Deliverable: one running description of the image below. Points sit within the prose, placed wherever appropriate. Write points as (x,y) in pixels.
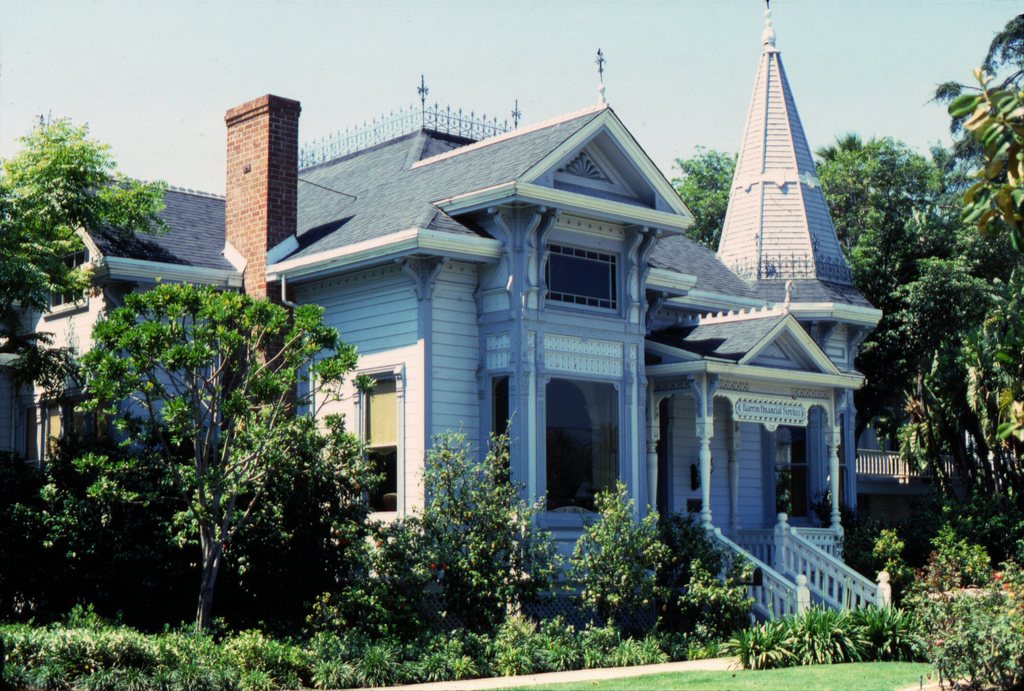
In this image I can see few trees (964,184), plants (491,616), grass (865,678), a house (390,399), windows (354,431) and in the background (407,50) I can see the sky (622,89).
